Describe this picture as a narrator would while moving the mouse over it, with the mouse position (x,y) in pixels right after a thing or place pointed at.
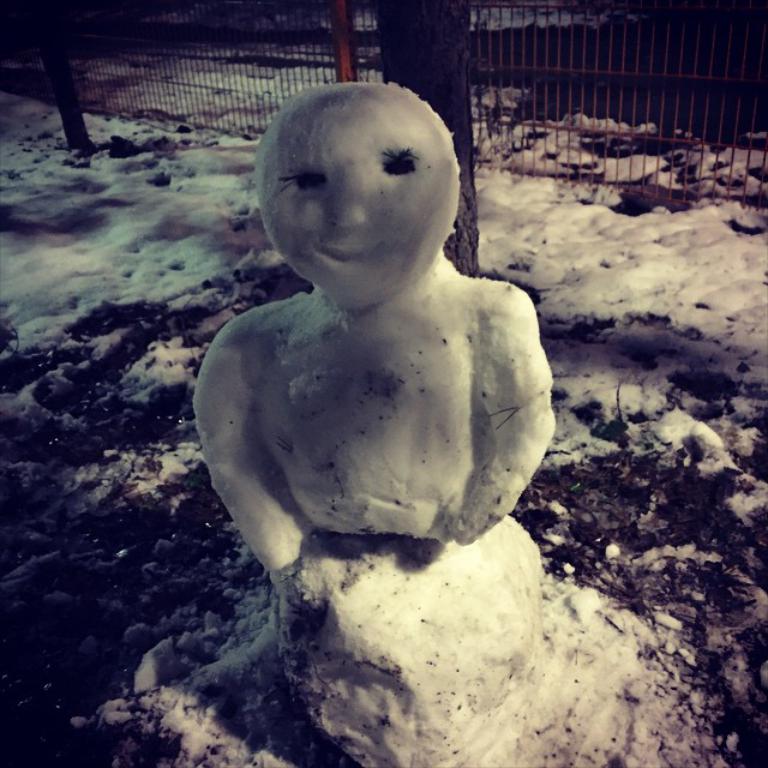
In this image I can see the statue (310,447) of the person (388,449) which is in made up of ice (299,297). In the background (471,138) I can see the tree trunk (413,24), railing (269,99) and also the ice (745,276) on the ground (202,214).
